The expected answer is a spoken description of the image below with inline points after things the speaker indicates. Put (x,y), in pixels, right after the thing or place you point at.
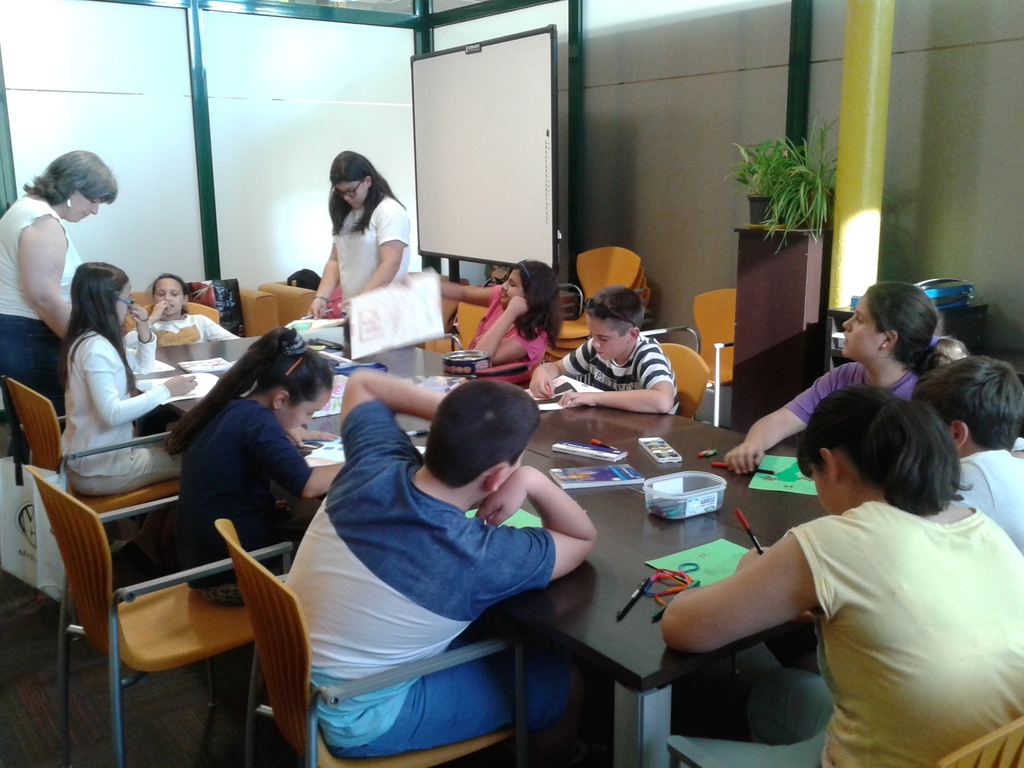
In this image I can see people (608,290) where two of them are standing and rest all are sitting on chairs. Here on this table (640,504) I can see few papers (705,574), notebooks (595,480) and a box (692,490). In the background (460,127) I can see a whiteboard (443,118), few more chairs (616,254) and a plant (741,178).
